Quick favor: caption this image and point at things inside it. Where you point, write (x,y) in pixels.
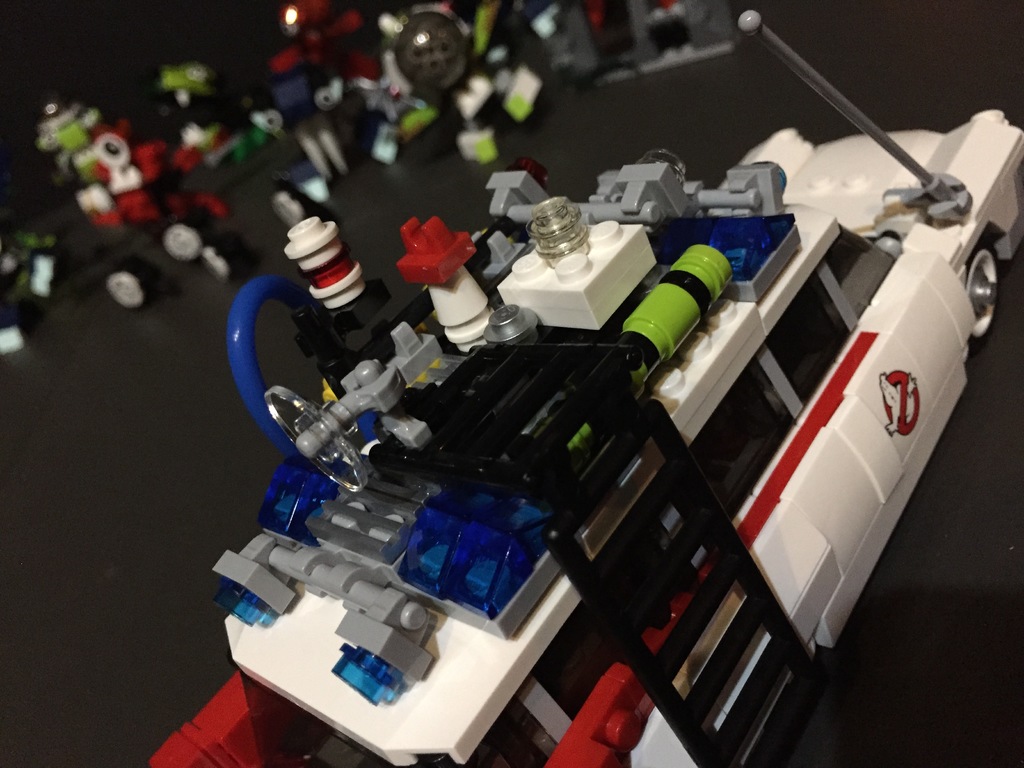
This image consist of many toys (309,153). In the front (796,491), there is a toy car (696,411) in white color. In the background (269,95), there are many toys (321,117).
